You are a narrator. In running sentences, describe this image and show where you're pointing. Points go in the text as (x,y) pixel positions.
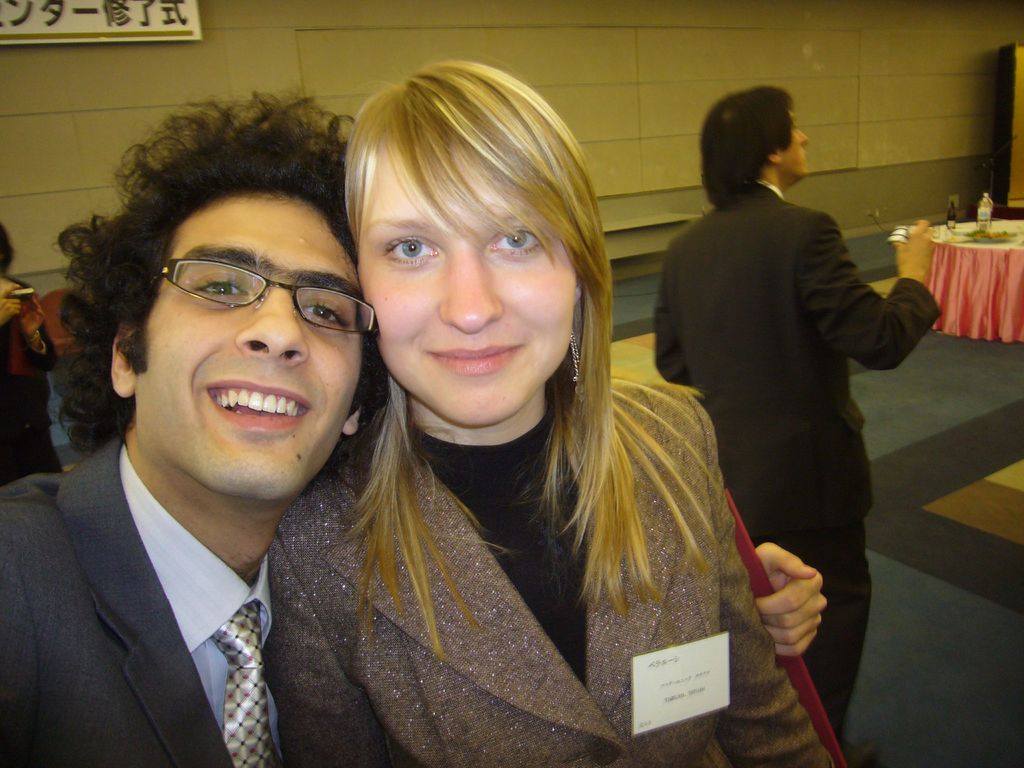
In this image we can see two persons (514,273) are standing, and smiling, here a man (257,160) is wearing the suit (114,526), at back (753,345) a person (696,383) is standing, there is the table (999,254) on the ground (872,243), and some objects (997,240) on it, here is the wall (649,91).
